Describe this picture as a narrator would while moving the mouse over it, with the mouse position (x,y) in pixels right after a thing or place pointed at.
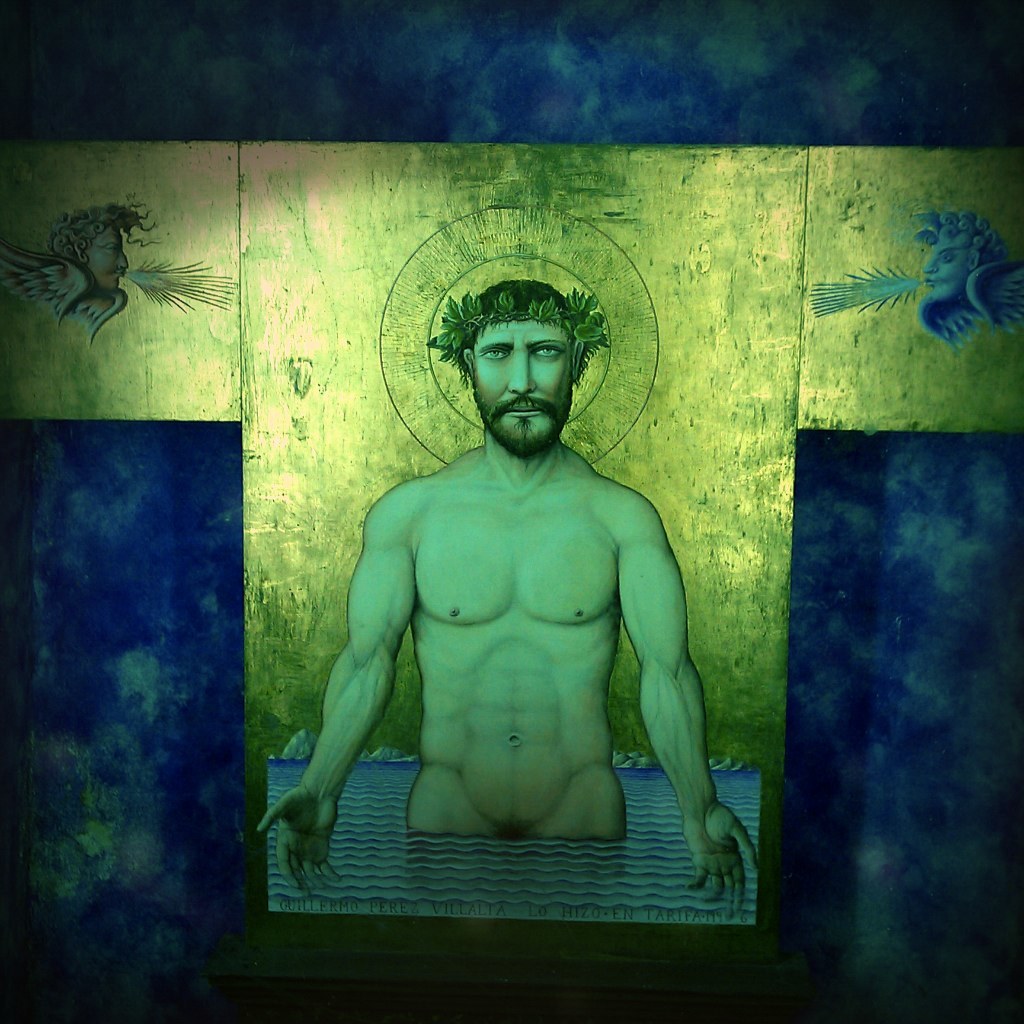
In the image we can see a picture (459,621) of a person (481,629) standing in the water (564,853) and this is a leaf crown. This is a water (634,892), painting (644,895) and a golden sheet (686,466). We can see there are even two more people (110,268) with feathers (99,317).
